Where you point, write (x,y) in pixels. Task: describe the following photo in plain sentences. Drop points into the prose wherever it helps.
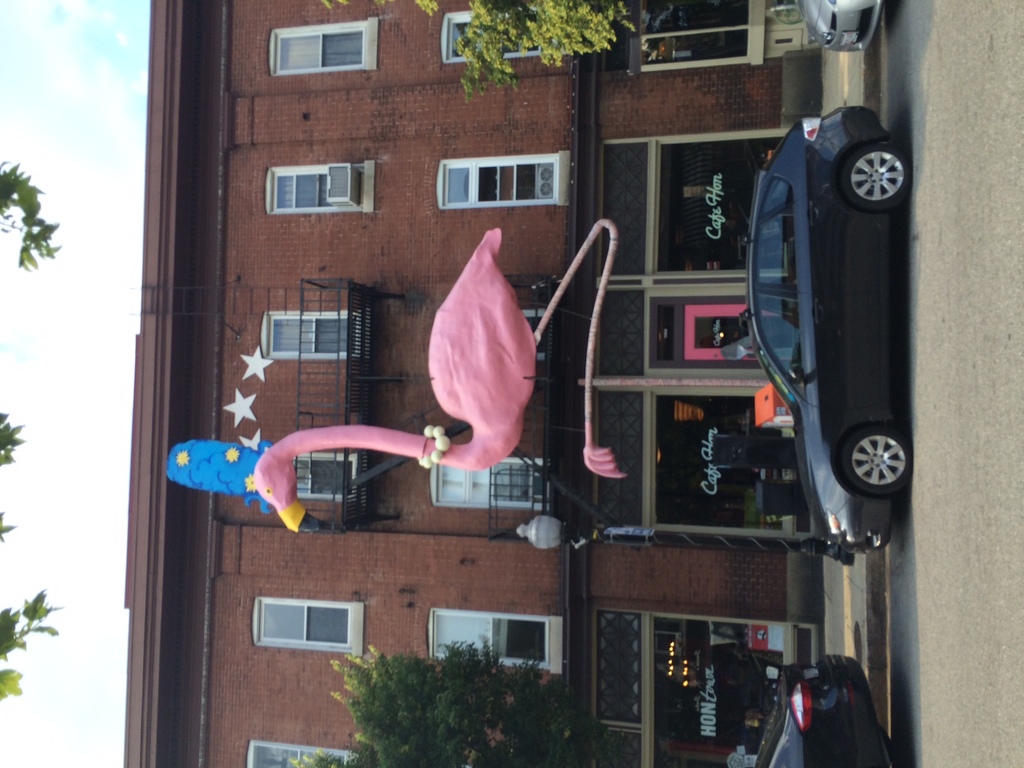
In this image there is a building (666,334), stores (666,351), trees (514,722), lights (556,529), vehicles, sky (131,226), board (646,530), statue (452,399), poles (665,539) and objects (741,451).
